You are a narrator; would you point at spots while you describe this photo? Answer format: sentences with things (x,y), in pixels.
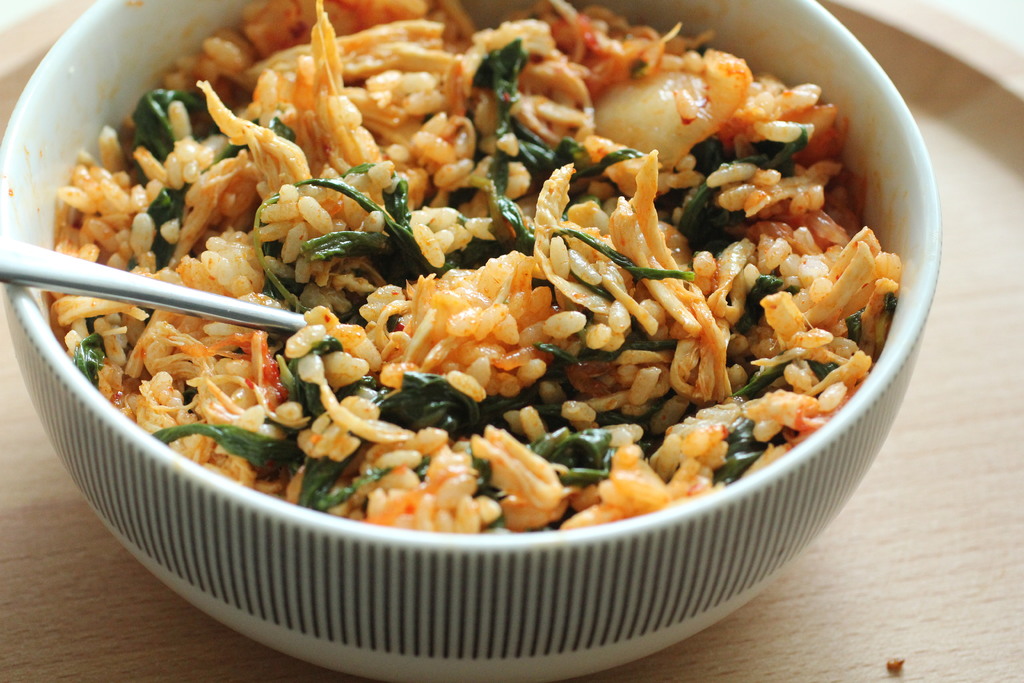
In the middle of this image (562,327), there is rice (86,176) with curry (302,88) and a spoon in a bowl (887,170). This bowl (891,183) is on a wooden table (840,589).
